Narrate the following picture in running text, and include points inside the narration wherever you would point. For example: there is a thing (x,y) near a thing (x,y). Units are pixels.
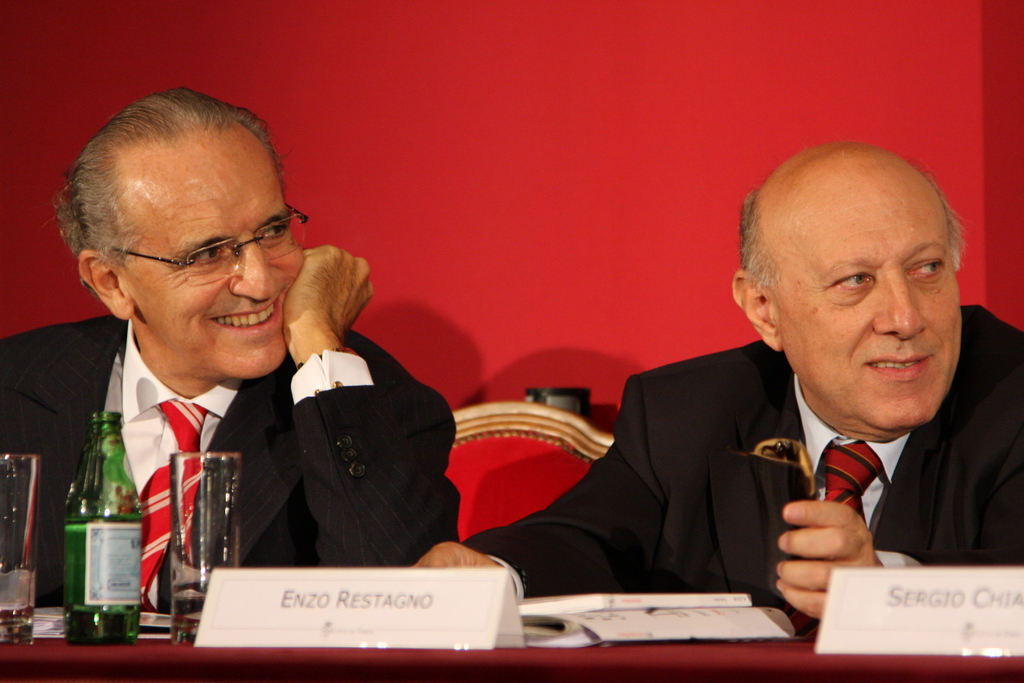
In this image we can see few people (620,468) sitting on the chairs (591,452). There are many objects (427,620) on the table (530,673). There is a red color background (570,196) in the image.
